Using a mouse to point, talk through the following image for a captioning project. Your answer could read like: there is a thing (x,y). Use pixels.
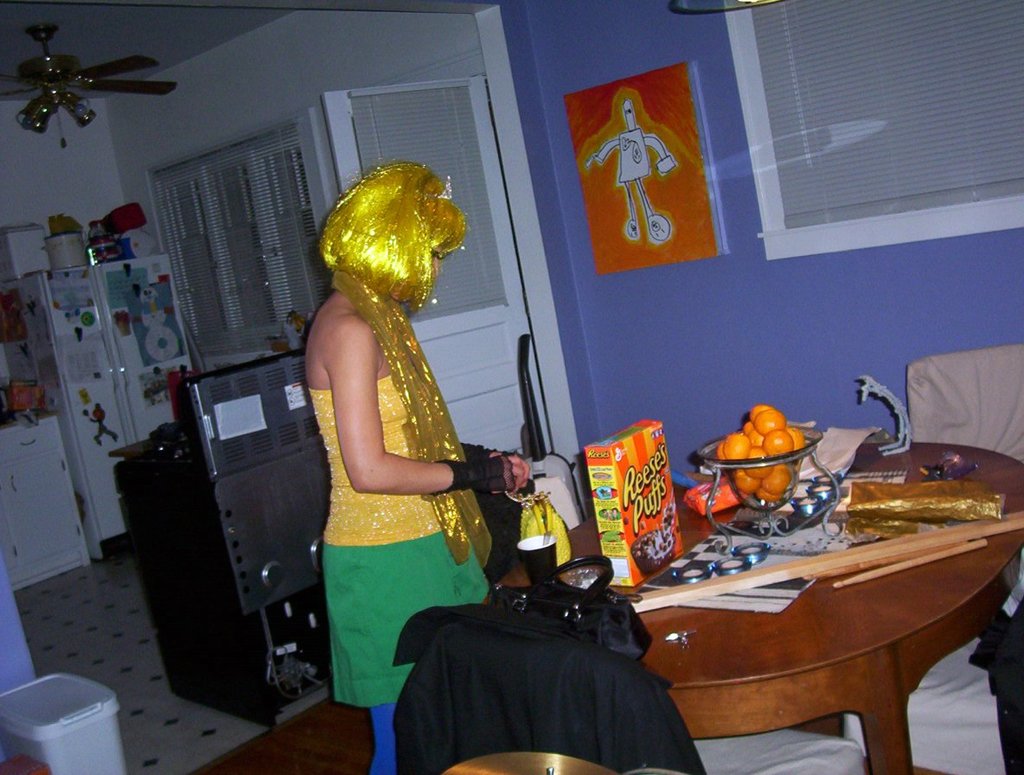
A woman (379,271) is standing at a table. There are fruits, a pack box (628,497) and cup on the table (667,622). She has a golden color hair (387,224) and wears gold color scarf (384,307) with a top (389,505). There is painting (658,182) on the wall (719,135) beside a window (773,111). There are refrigerator (126,367), stove (195,545) and ceiling fan (62,138) in the background (321,640).
